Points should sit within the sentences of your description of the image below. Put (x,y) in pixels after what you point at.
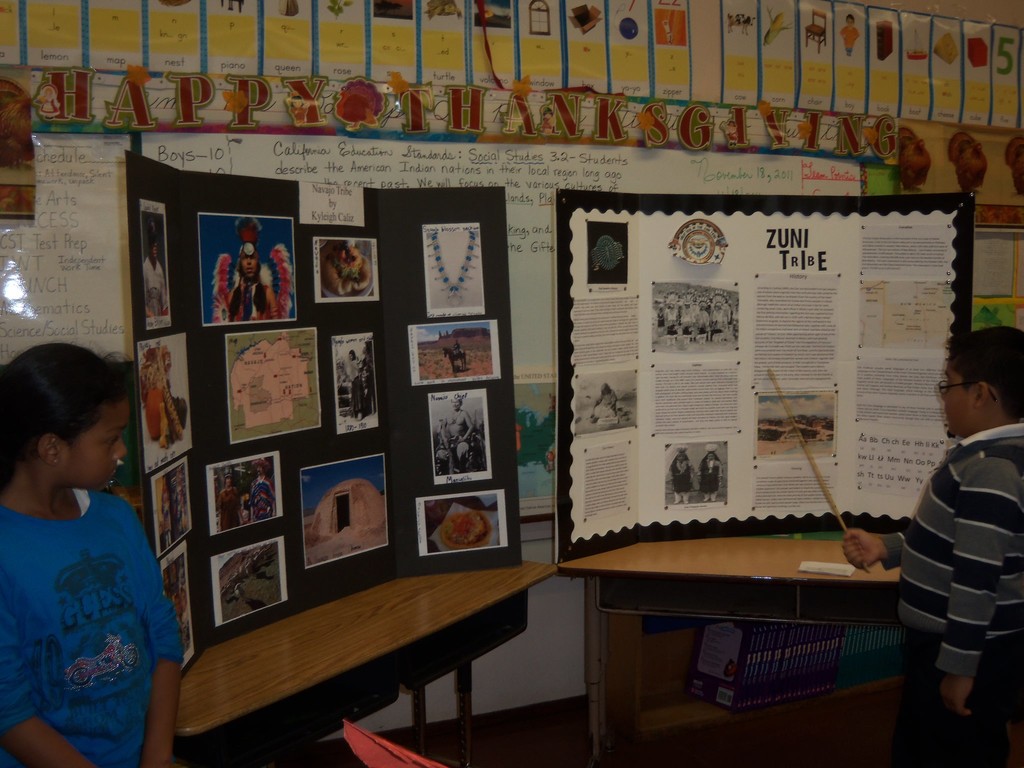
In this image there are two kids (123,532) and at the right side of the image (980,544) there is a kid (966,537) wearing T-shirt (937,543) holding a stick (807,447) in his hand (856,534) and explaining something and at the background of the image (364,77) there are charts (396,357) and words (511,206) attached to the wall (513,202).
